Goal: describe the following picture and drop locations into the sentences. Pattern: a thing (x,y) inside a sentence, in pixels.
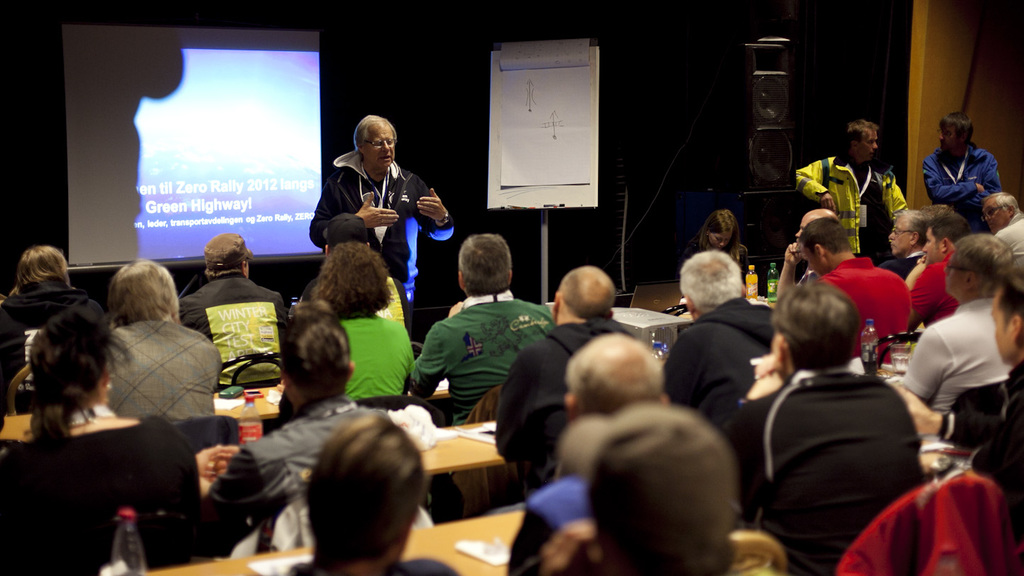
In this image there are group of persons (605,418) sitting and in the background (414,206) there are persons (414,206) standing and there is a speaker (762,131) which is black in colour and there is a board (533,174) with some text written on it and there is a screen (246,164) with some text (193,196) on it. In the center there are bottles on the table (269,407) and there are papers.
